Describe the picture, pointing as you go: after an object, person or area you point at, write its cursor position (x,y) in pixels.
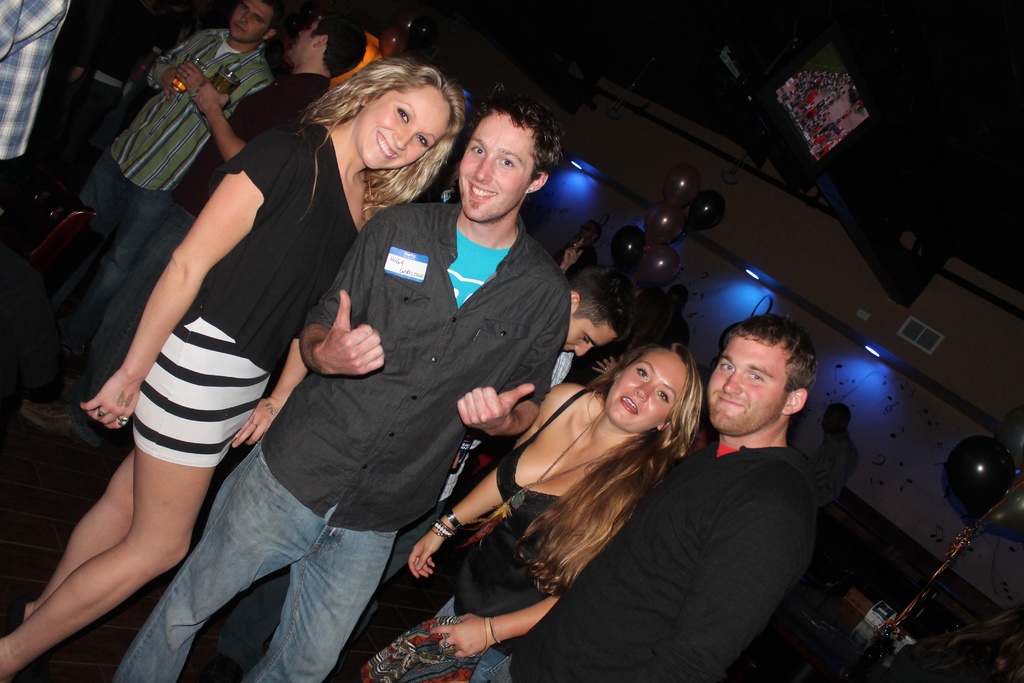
In the center of the image (368,334) we can see four people (539,507) are standing and they are smiling and they are in different costumes (416,461). In the background (468,114) there is a wall (838,300), lights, few people (166,113) are standing and a few other objects (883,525).
